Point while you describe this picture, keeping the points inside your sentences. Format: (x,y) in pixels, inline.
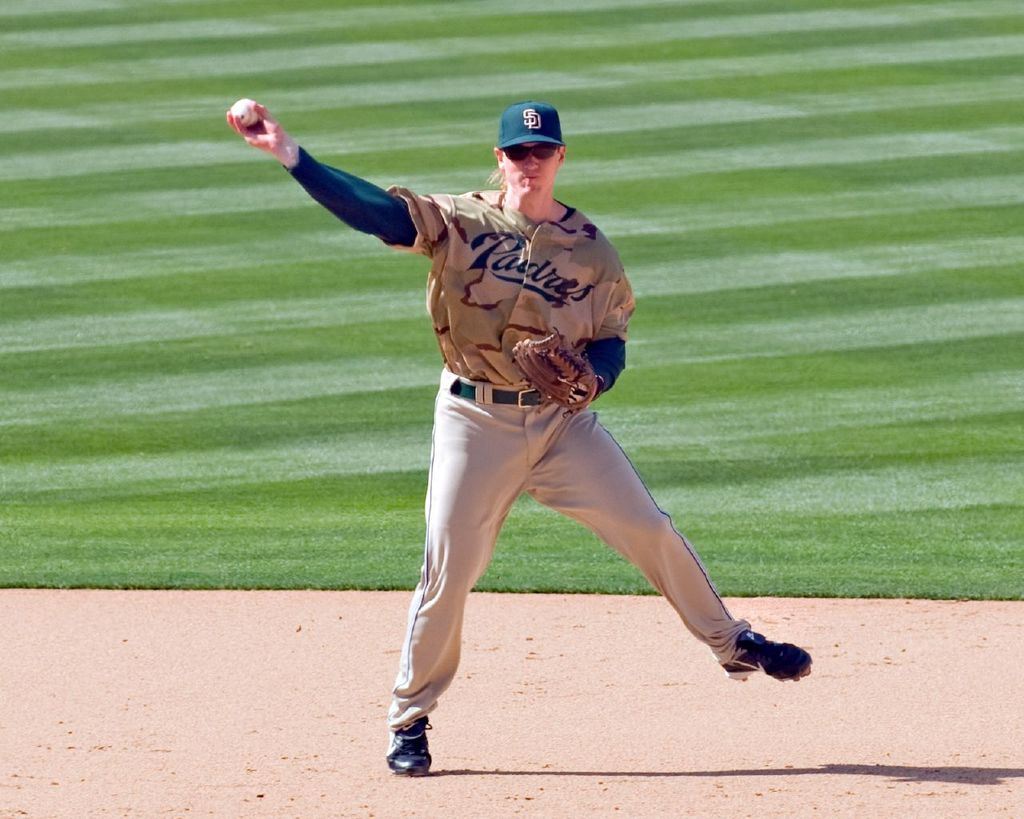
In this image I can see a man (530,163) in the middle (581,424), wearing a glove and cap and holding a ball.
